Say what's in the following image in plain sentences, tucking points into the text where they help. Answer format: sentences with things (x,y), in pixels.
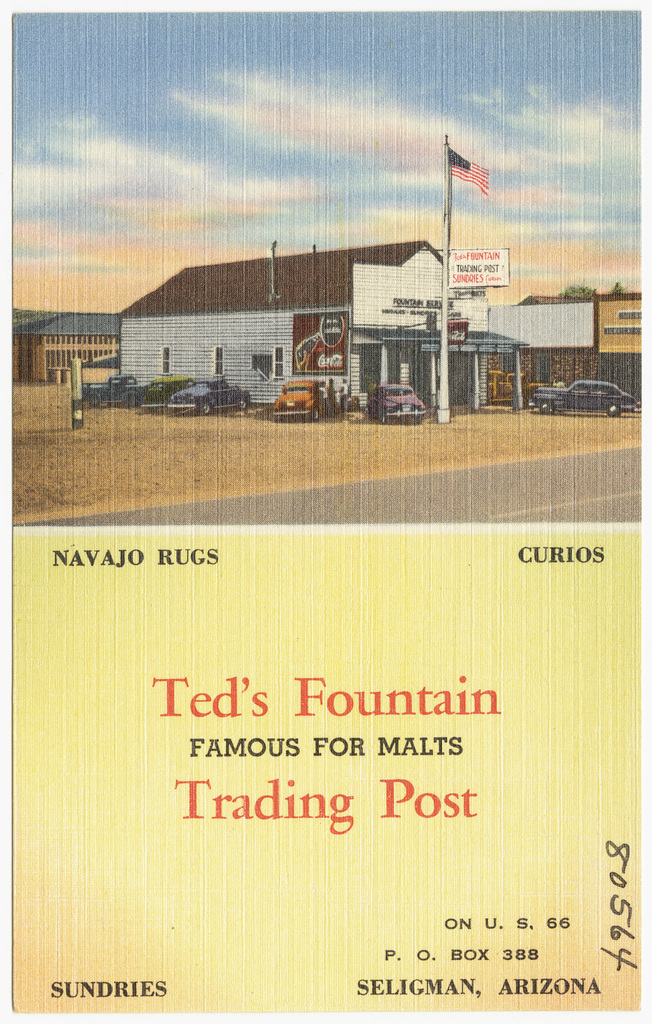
It is a poster (128,625). In the poster (389,646) we can see some vehicles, building (41,344), pole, flag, banner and clouds (492,246) and sky (66,48).
